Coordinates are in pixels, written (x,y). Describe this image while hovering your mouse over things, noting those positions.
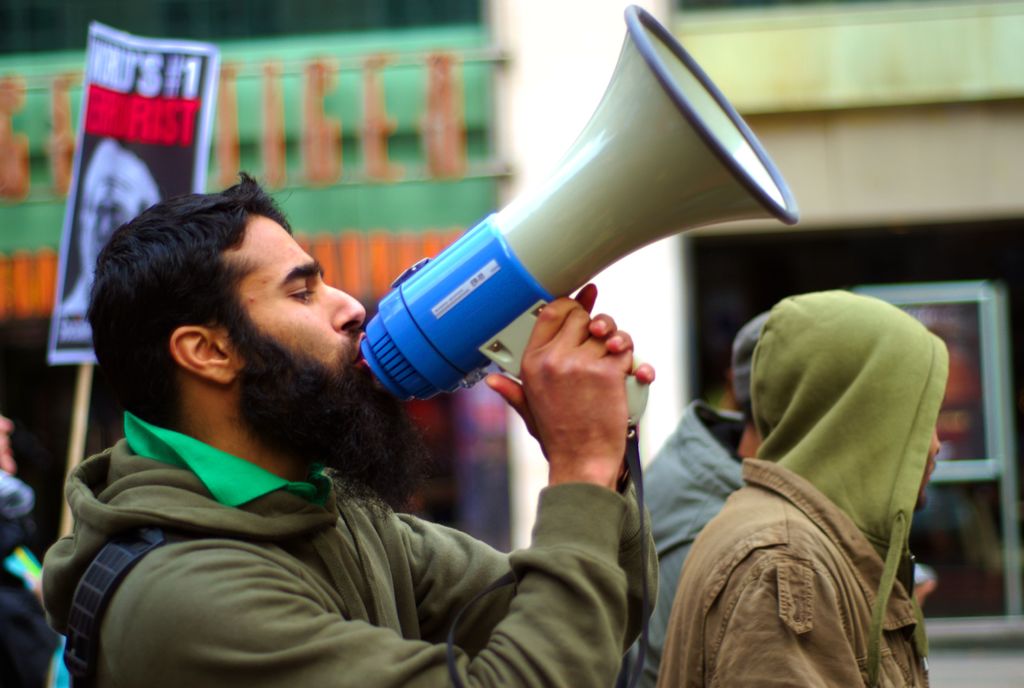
In this image we can see a person (364,423) holding a megaphone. On the backside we can see some people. In that a person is holding a board (69,304) with a stick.
